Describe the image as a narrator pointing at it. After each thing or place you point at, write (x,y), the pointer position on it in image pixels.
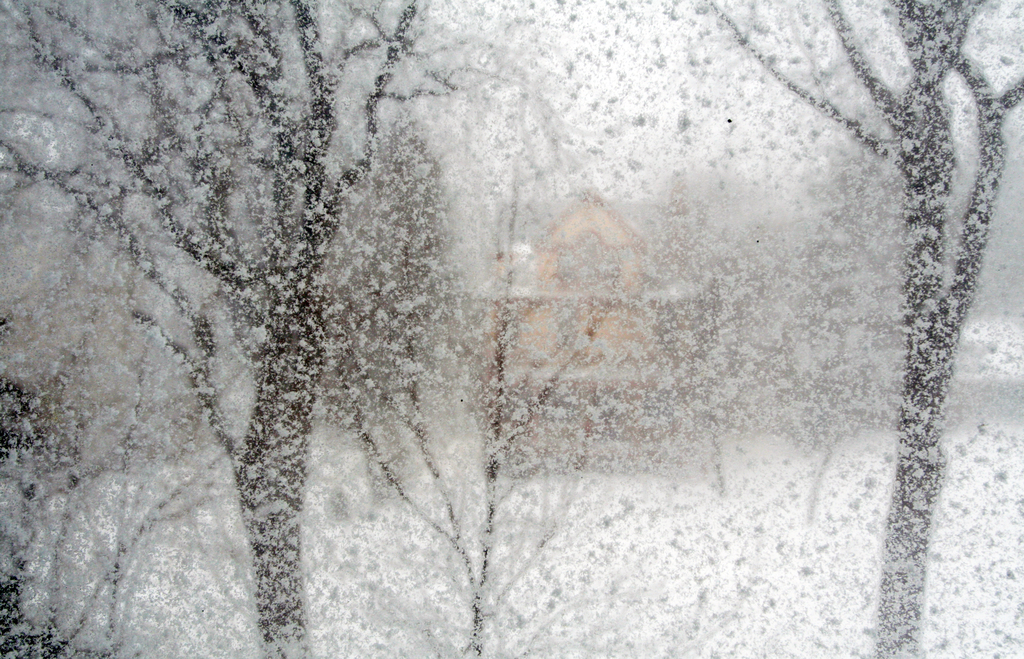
In this image I can see the snowing (192,359). In the foreground (259,502) there are some trees (269,456). In the background (558,352) there is a building (568,301).
